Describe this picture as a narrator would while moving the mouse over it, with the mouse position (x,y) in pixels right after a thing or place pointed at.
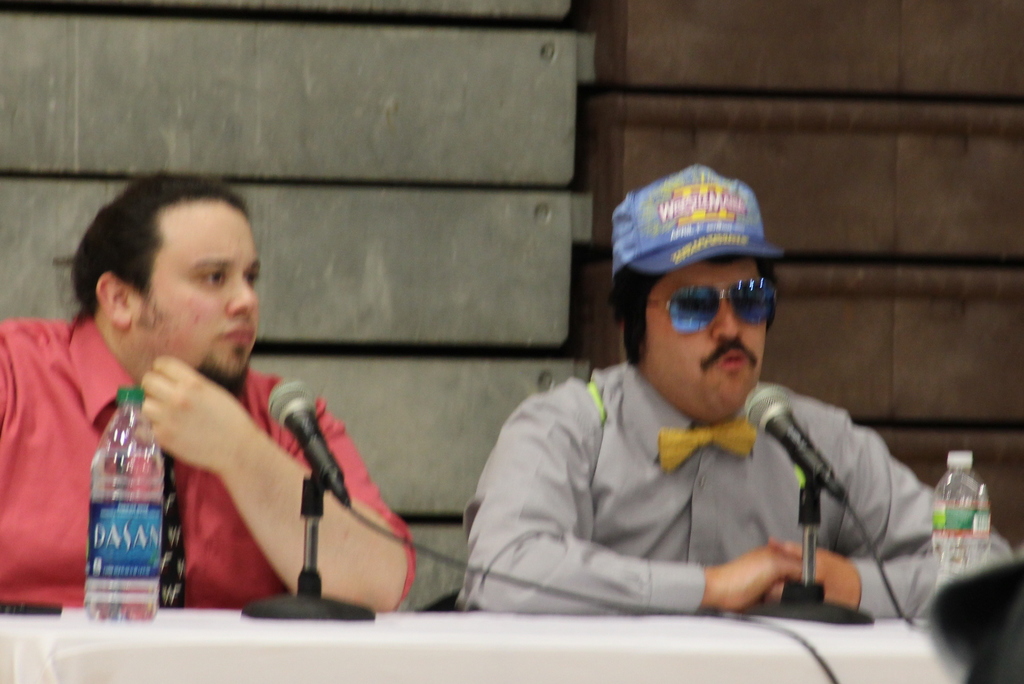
In this image, There is a table (716,680) which is covered by a white color cloth (543,655) on that table (915,655) there are some bottles (153,552) and there are microphones (819,460) which are in black color, There are two persons (597,475) sitting on the chairs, In the background (430,521) there is ash brick wall (351,105) and in the right side (769,107) there is a brown color wall (904,127).
